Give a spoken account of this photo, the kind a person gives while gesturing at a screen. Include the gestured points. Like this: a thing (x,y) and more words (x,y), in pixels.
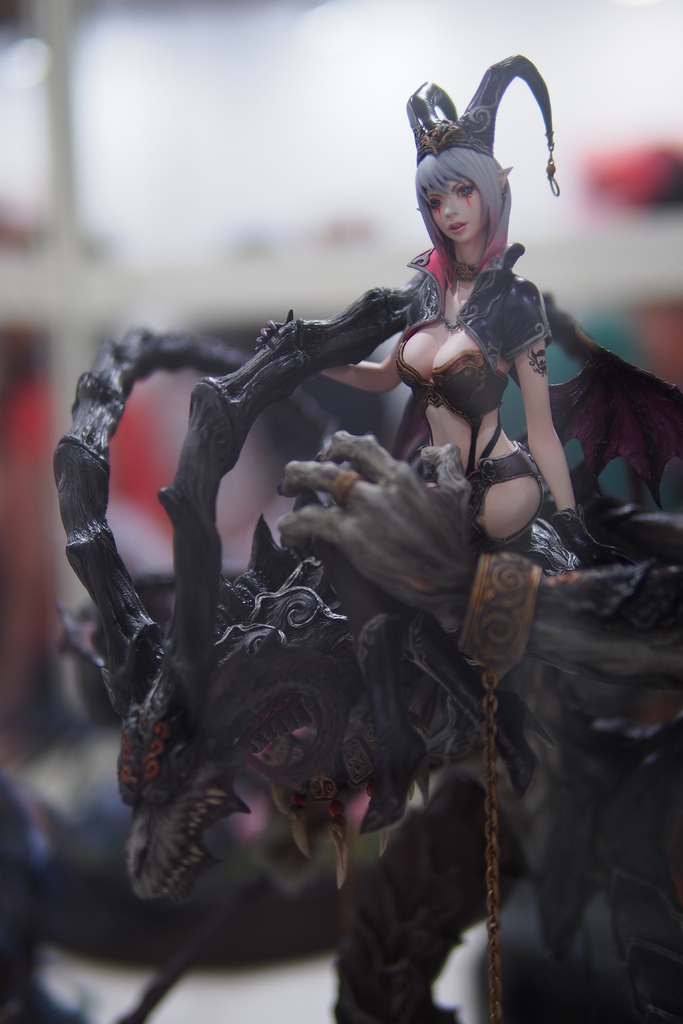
In this image I can see a toy (420,438) sitting on the animal (347,489) and the animal (370,732) is in black color.
